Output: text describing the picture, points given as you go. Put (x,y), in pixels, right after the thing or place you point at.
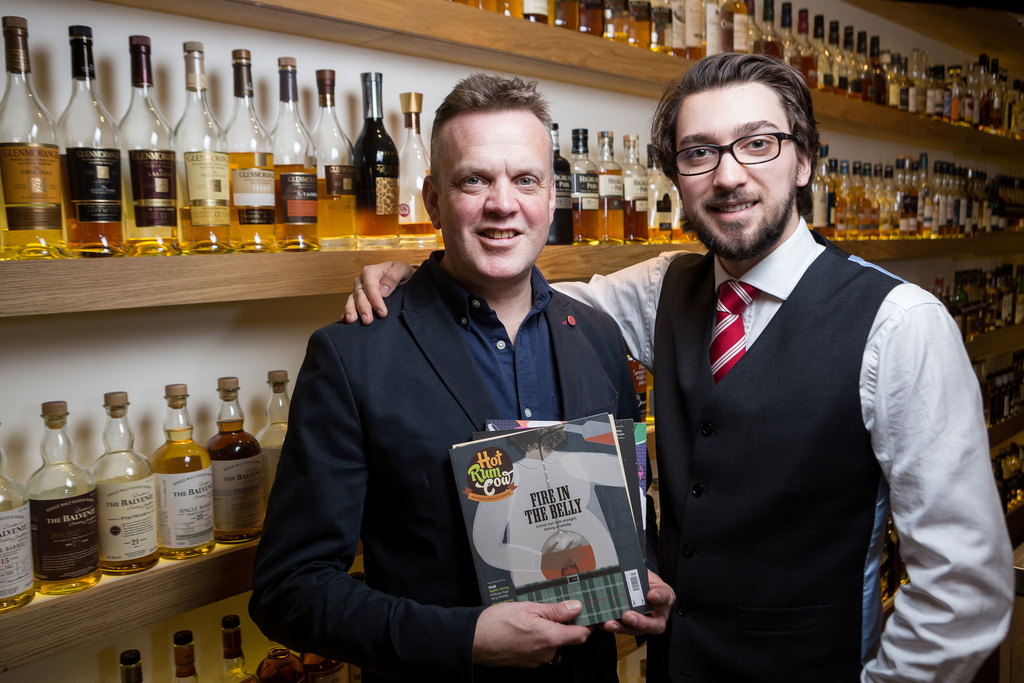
In this picture we can see two men (689,606) smiling where a man (588,399) holding books (488,450) with his hands (552,612) and at the back of them we can see bottles (999,89) in racks (424,14).
